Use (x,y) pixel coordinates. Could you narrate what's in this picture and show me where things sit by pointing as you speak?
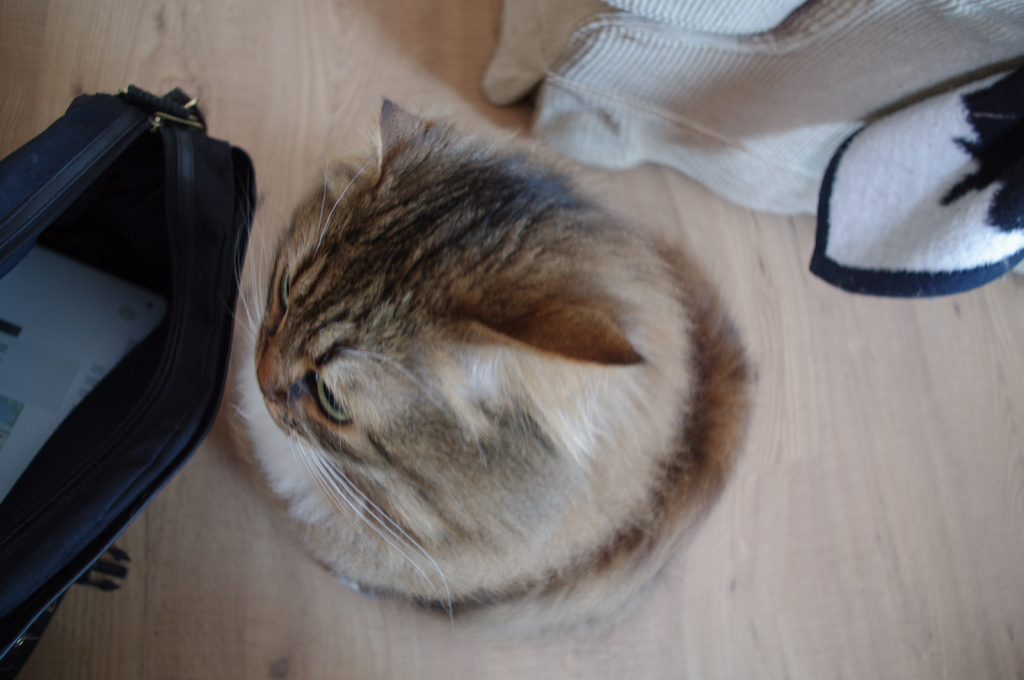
In this image we can see a cat (565,431) on the floor (784,520) and cloth (759,105) behind the cat (459,182) and a bag (73,554) with a paper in the bag (135,404) in front of the cat (454,196).
